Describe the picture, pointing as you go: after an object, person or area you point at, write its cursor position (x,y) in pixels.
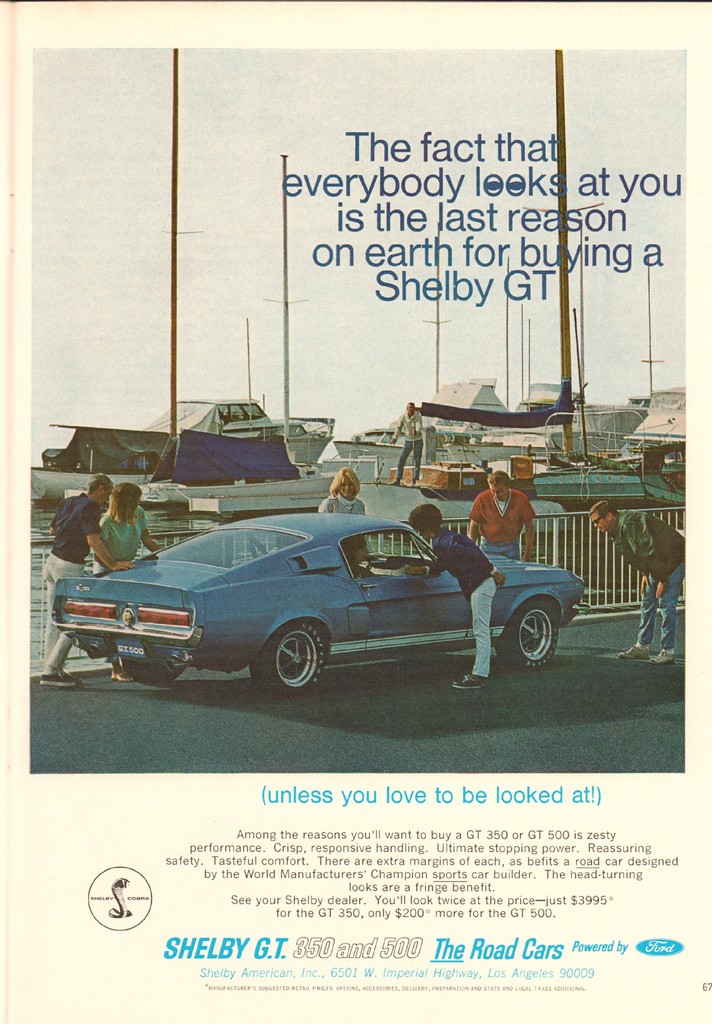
In the picture we can see an article (246,888) with a photo (524,465) on it, we can see a car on the road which is blue in color and some people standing and some person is talking to the driver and in the background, we can see a railing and behind it we can see water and boats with a pole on it and in the background (642,117) we can see a sky (283,97) with clouds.
